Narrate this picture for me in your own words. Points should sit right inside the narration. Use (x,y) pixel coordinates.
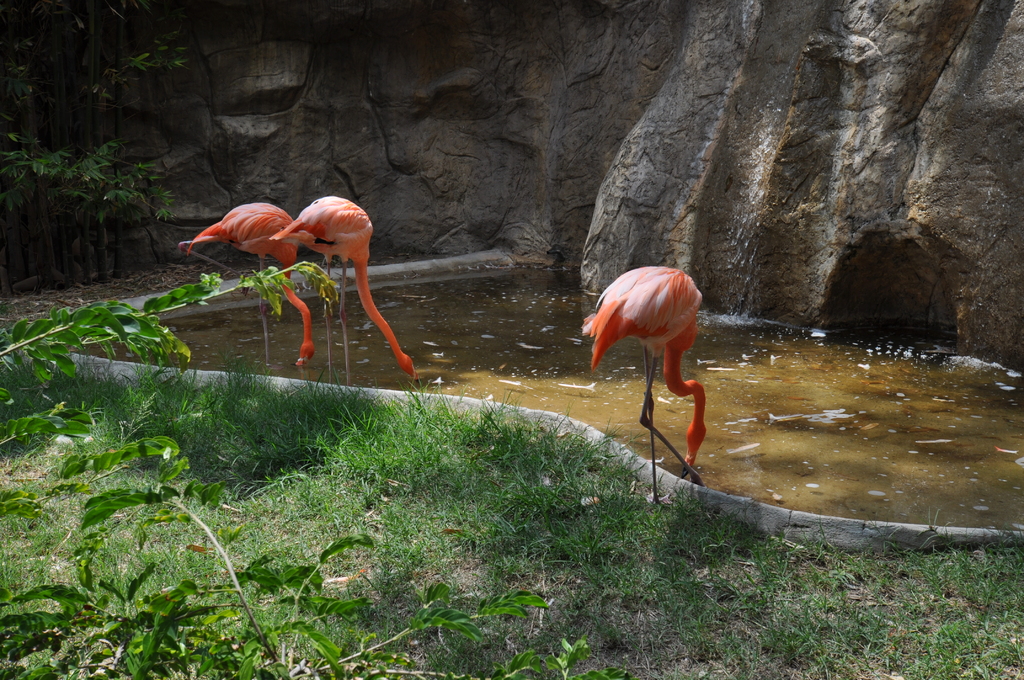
As we can see in the image there is grass (245,438), rock (864,76), water (973,458) and orange color flamingos (657,297).
